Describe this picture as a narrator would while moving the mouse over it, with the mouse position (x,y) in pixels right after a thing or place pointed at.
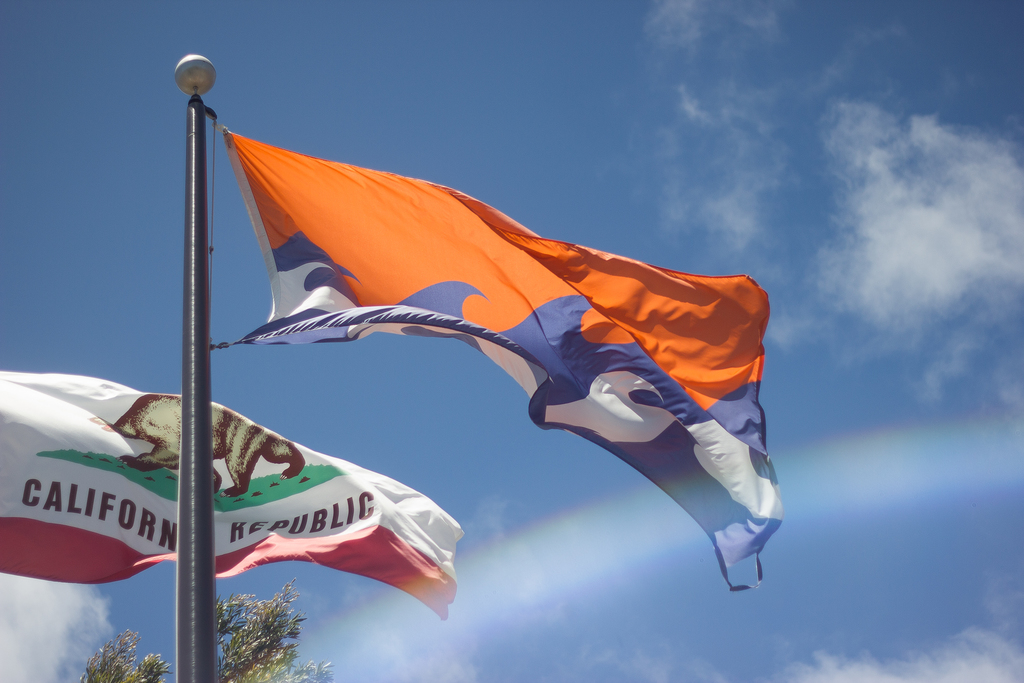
In this picture there is a flag (409,291) attached to a pole (201,192) beside it and there is another flag (129,464) in the left corner (128,478) and the sky (244,303) is in blue color.
